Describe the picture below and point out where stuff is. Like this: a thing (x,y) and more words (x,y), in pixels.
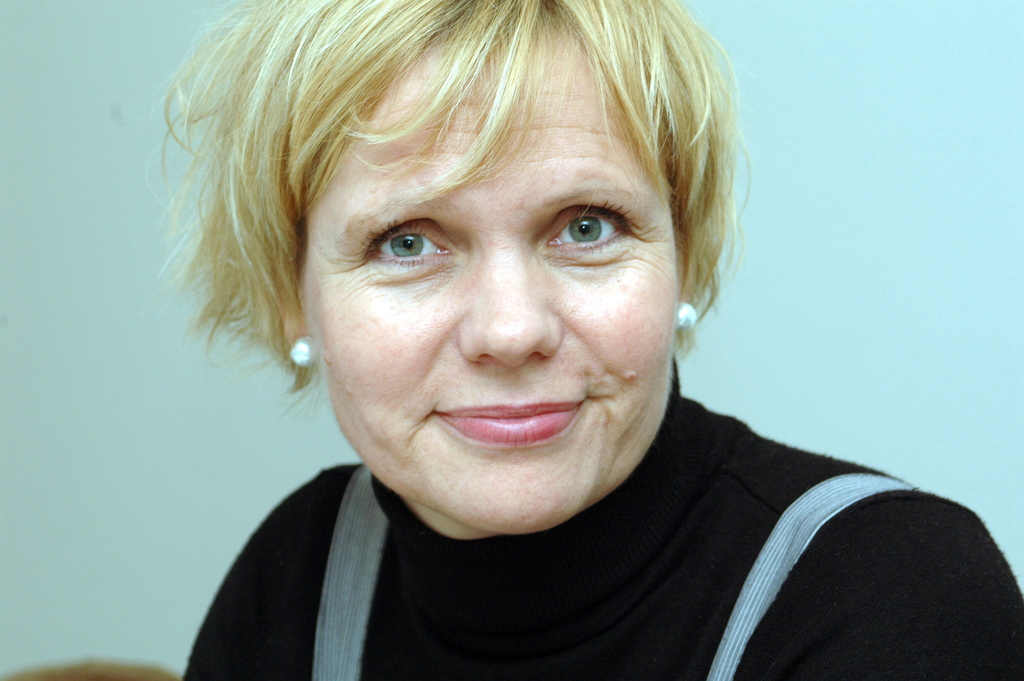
In this image, I can see the woman (594,460) smiling. She wore a black dress (640,551). In the background (142,442), that looks like a wall (840,305), which is white in color.
